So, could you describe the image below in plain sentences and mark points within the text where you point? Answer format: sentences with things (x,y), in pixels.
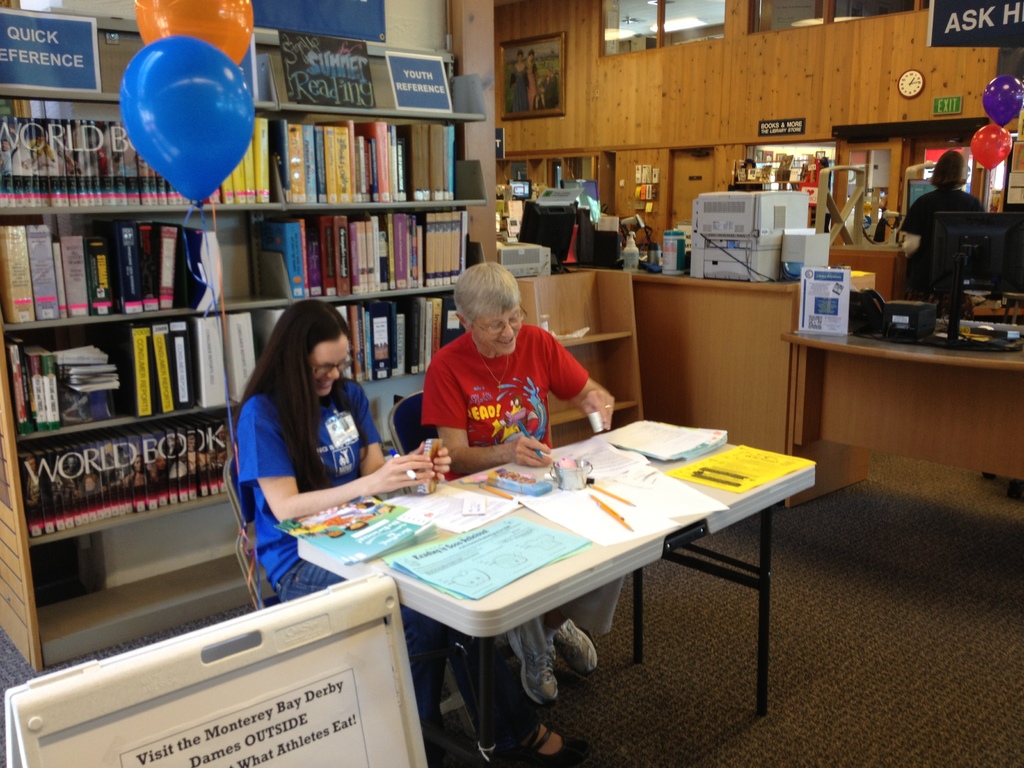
In this image we can see two women (335,450) sitting on chairs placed on the floor (601,671). One woman (544,394) is wearing a red t shirt (515,368) and other woman (334,463) is wearing spectacles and blue t shirt (326,412). In the foreground (437,581) we can see a table (415,584) on which group of papers (732,464) and pens (595,487) are placed. In the background (370,194), we can see group of books (362,265) placed in a rack (145,313), group of balloons (202,134), screen (569,228) and a person (911,219) standing, some machines (750,259) and a clock (903,95) on the wall (580,99).
